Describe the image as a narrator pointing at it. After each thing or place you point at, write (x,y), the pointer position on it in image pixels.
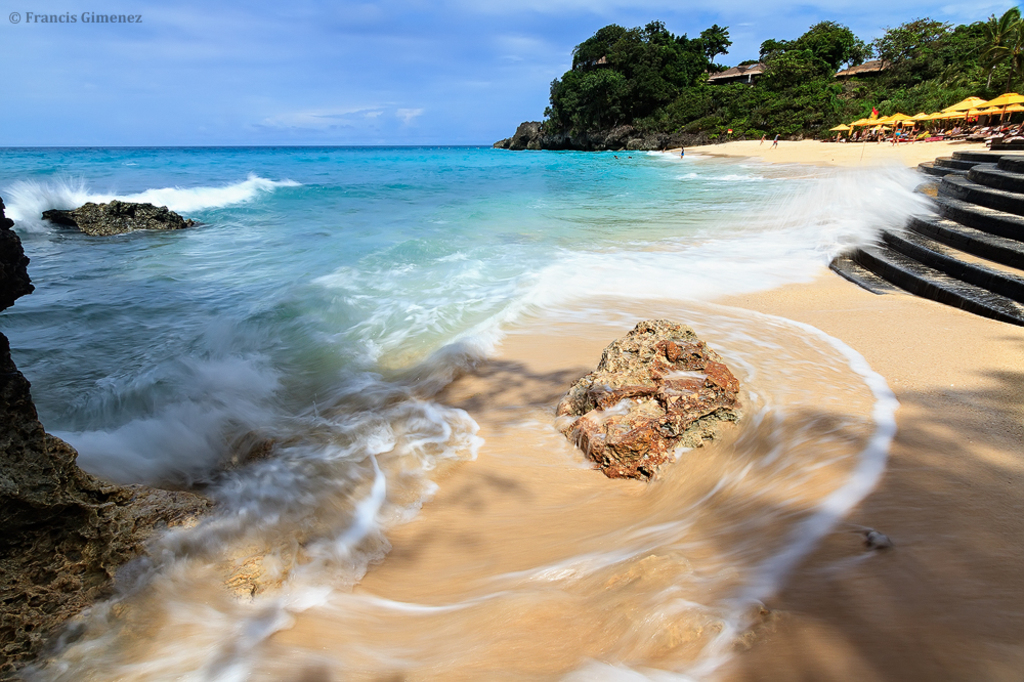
In the picture we can see an ocean (322,378) and near to it, we can see a sand (639,483) and rock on it and in the background (978,120), we can see some umbrellas (861,123) and chairs (985,135) under it and behind it we can see trees (902,73) and sky (292,102) with clouds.
